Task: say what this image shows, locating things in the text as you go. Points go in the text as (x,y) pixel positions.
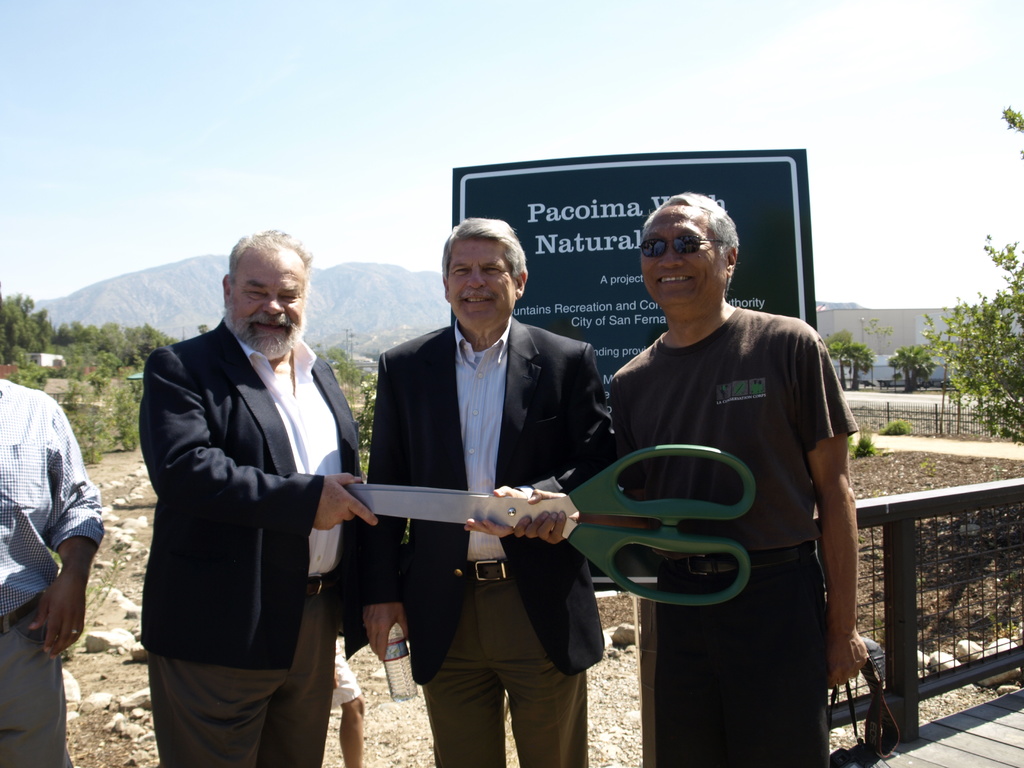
In this image we can see few people (662,219) holding some objects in their hands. There are rocks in the image. There are few hills (161,320) in the image. There is a board (634,205) in the image. There is a fence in the image. There are many trees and plants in the image.
